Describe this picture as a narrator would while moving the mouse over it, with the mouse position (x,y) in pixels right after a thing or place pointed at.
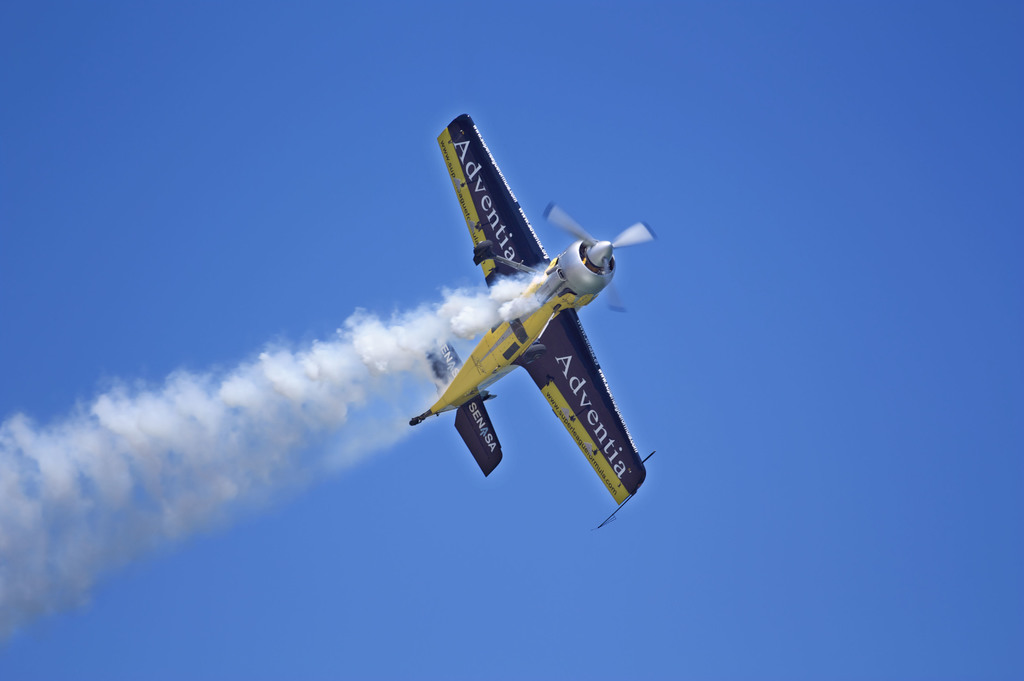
In this image there is a flight (519,210) in the sky (424,483) and there is a smoke (157,467).
